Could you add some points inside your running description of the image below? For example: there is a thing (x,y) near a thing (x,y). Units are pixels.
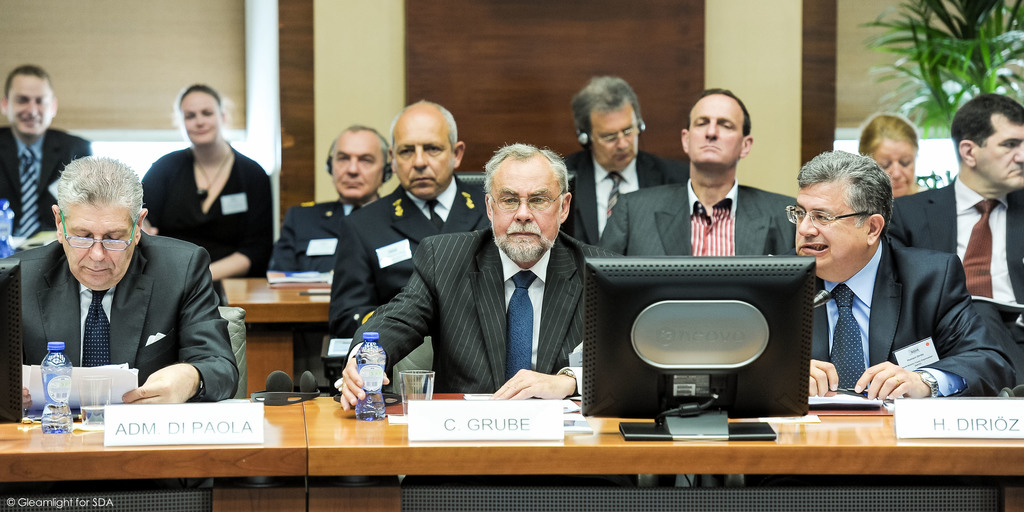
In this picture we can see a group of people (449,168) sitting on chair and they are in meeting i think in front of them we have table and on table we can see headphones (282,377), bottle (68,384), glass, monitor (643,383) and here some persons (374,129) wore spectacle (512,207), blazer (469,189), tie (519,316) and in background (498,67) we can see wall (776,54), tree (891,45).
